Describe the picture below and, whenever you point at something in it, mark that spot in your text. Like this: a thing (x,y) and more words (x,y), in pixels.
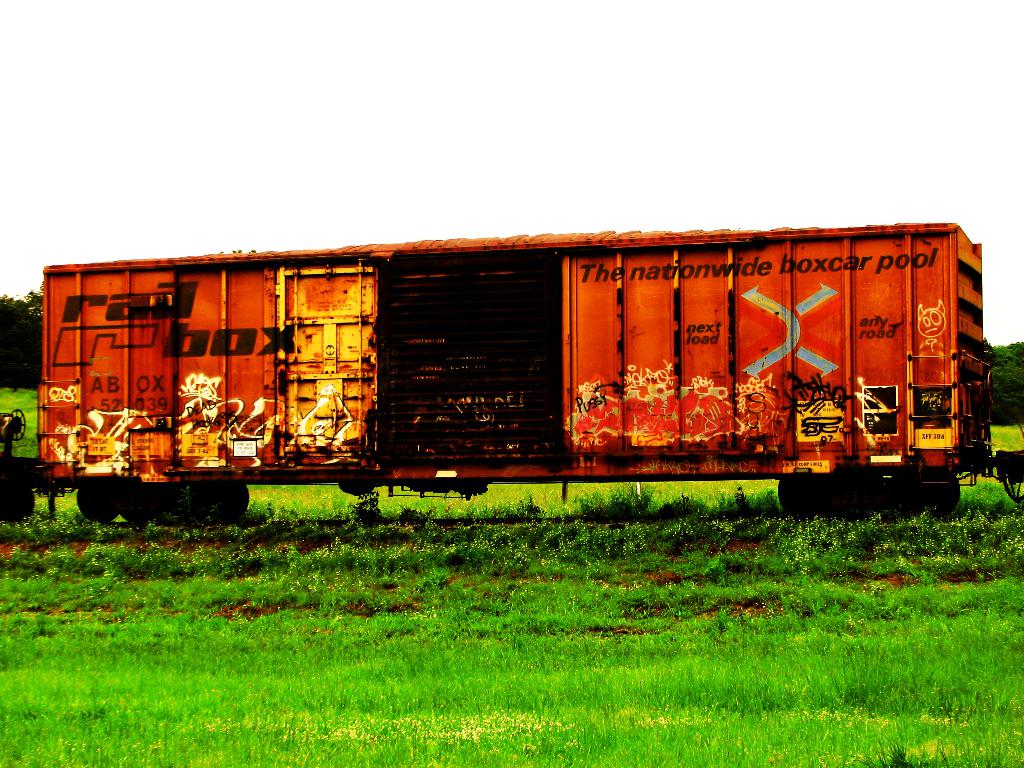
At the bottom (669,523) we can see grass (584,747). There is a compartment (555,374) of a train (491,457) on a railway track (466,525). In the background (386,172) we can see trees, grass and sky (353,80).
